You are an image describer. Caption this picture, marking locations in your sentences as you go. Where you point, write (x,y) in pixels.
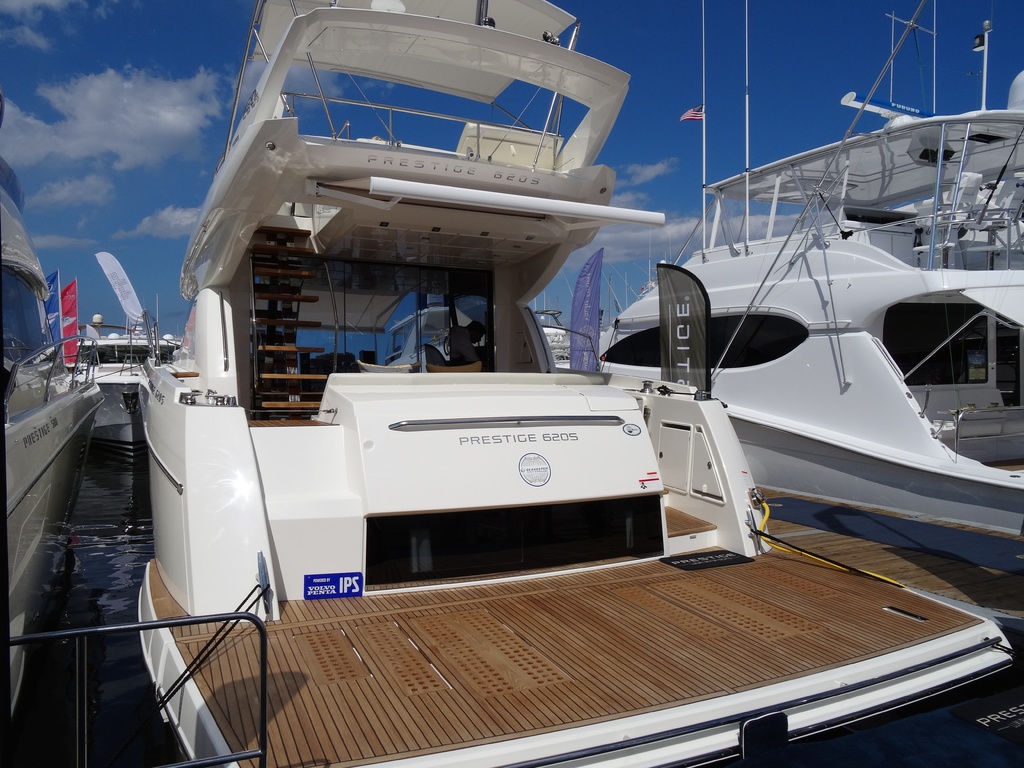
In this image we can see boats (169,434) on the water (99,675). In the background (138,145) there is sky (363,120).
